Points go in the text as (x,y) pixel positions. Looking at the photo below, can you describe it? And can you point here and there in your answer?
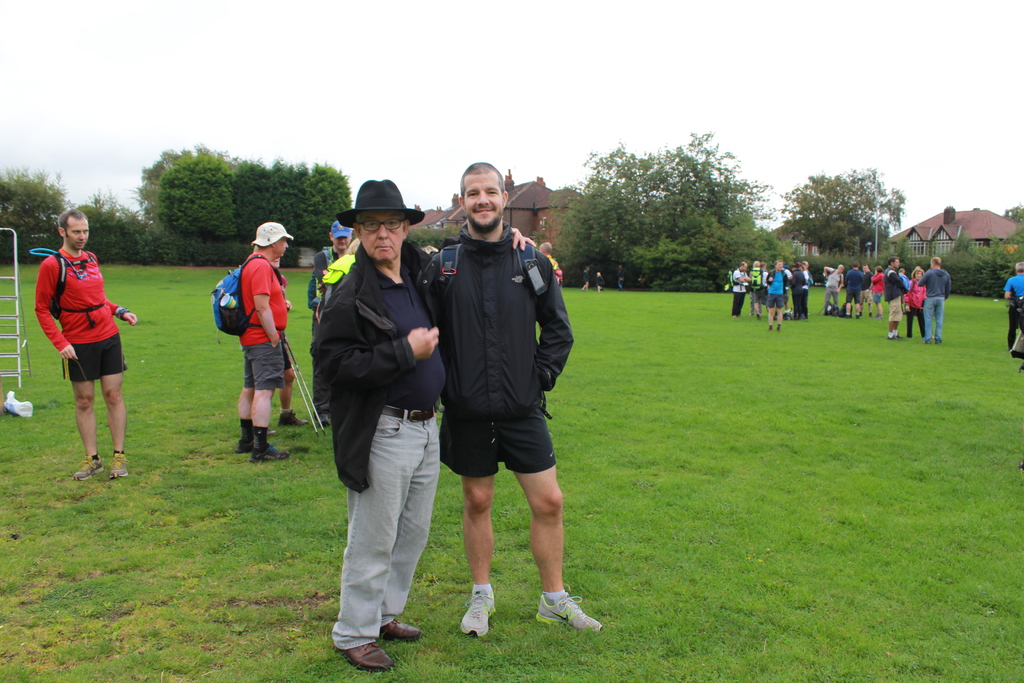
In the center of the image (454,411) we can see a few people (467,417) are standing and they are in different costumes (432,408). Among them, we can see one person (476,402) is smiling and one person (406,267) is wearing a hat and glasses (365,225). In the background (463,61), we can see the sky (417,64), clouds (564,158), buildings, trees (665,248), grass (968,490), few people (265,343) and a few other objects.
